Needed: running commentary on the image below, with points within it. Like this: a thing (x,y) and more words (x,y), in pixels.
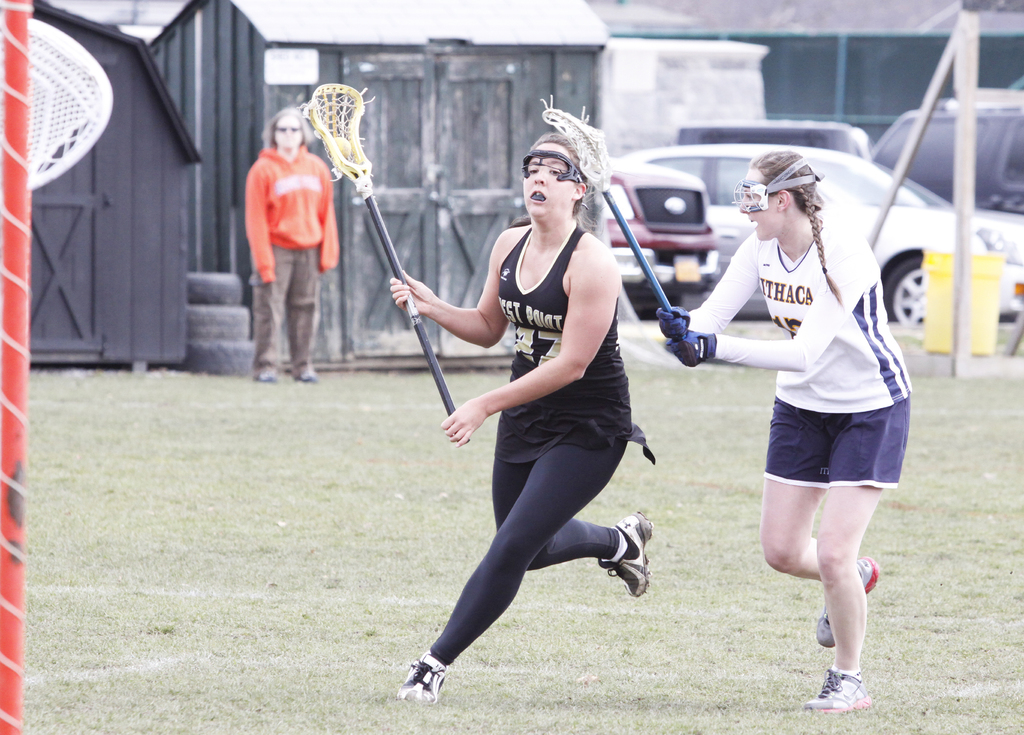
On the background of the picture (468,85) we can see an old door (428,184). Here we can see a mesh (855,87). There is a stand (963,268). Beside the stand (966,226) there is a yellow trash bin (983,286). These are the vehicles (809,141). Here we can see two women (558,564) running on the grass (653,652) and it is also called as a ground (673,658) holding lacrosse (391,243). They both wore shoes (643,591). Here we can see a person (295,242) wearing orange jacket (300,228). Beside this person (281,255) we can see three black tyres (226,309). This is a red pole (11,633) on the left side of the picture (21,528).
